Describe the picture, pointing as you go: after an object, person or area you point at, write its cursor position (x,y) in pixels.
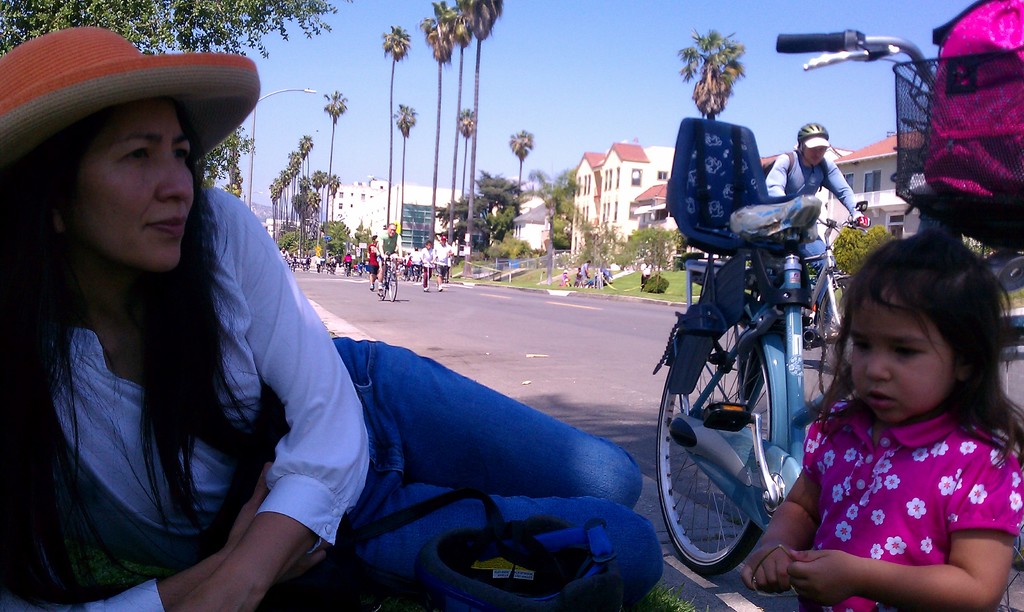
At the top (516,99) we can see sky (536,105). We can see buildings (520,219), trees (509,182) over here. These are plants (657,263) on the green grass (634,281). here we can see persons (355,268) walking and riding vehicles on the road (556,335). Here we can see one women (217,277) wearing a hat (82,71) and sitting on a grass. We can see a girl (942,409) here with colour t shirt (891,494).
